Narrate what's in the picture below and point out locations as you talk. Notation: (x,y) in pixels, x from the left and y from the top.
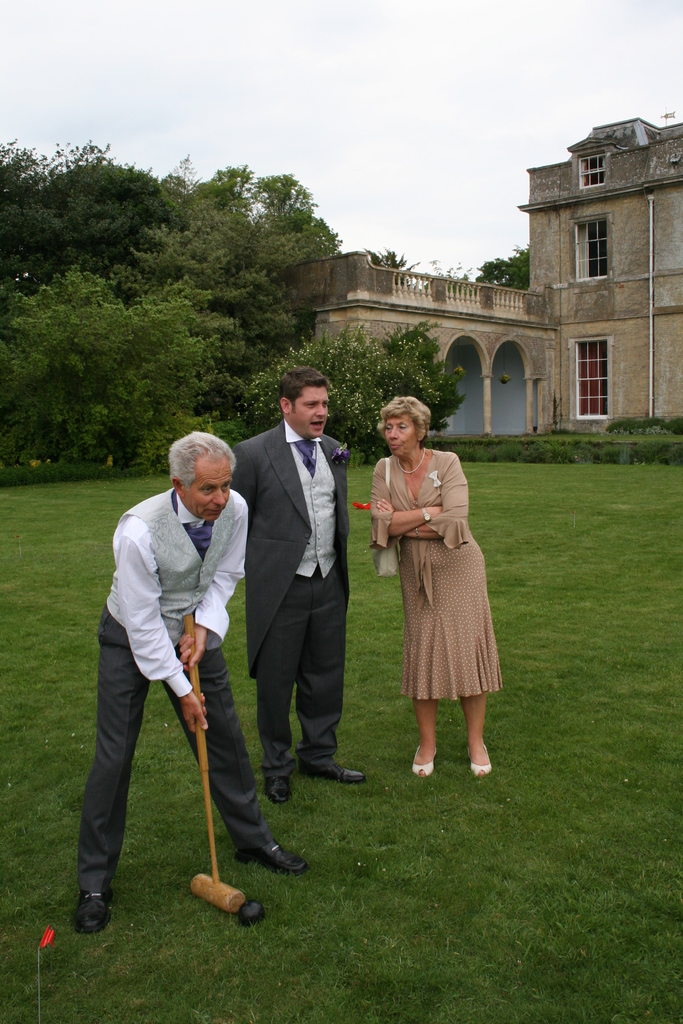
In this image there are people (205,708) standing on the grassland (457,850). Left side (214,718) there is a person (122,824) holding a hammer (211,895). There is a ball (248,919) on the land (334,909). There is a person (294,491) wearing a blazer (265,518) and tie (304,456). Right side (468,583) there is a woman (409,524) carrying a bag (387,564). Right side (478,424) there is a building (412,328). Background (34,245) there are trees (90,175). Top of the image (387,116) there is sky (411,129).
